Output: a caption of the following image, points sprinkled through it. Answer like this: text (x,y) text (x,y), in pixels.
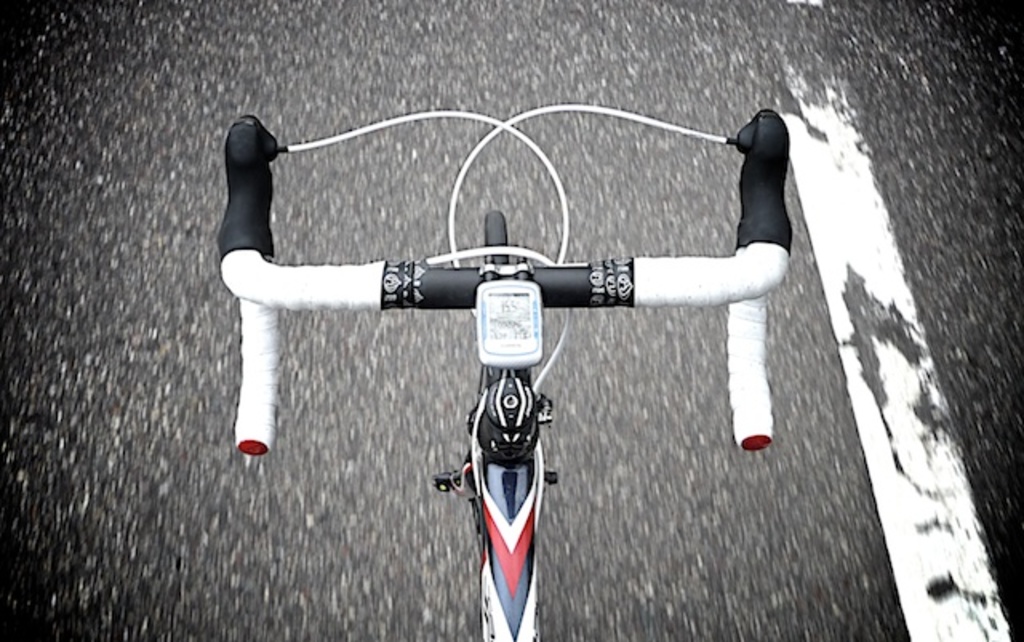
In this image there is a cycle (309,289) on a road (845,505).
